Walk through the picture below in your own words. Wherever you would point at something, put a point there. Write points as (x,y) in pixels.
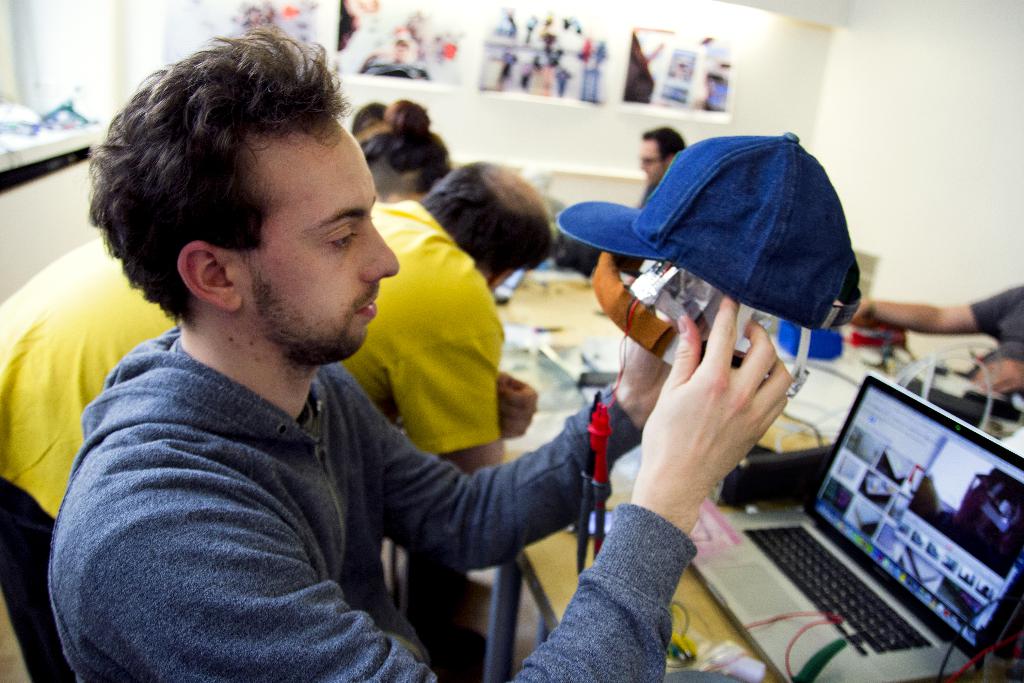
In this image I can see people (439,413) among them this man (340,468) is holding something in hands (727,324). On the table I can see a laptop (898,491) and some other objects (759,451). In the background (627,13) I can see a wall (520,126) which has photos (574,61) on it.
